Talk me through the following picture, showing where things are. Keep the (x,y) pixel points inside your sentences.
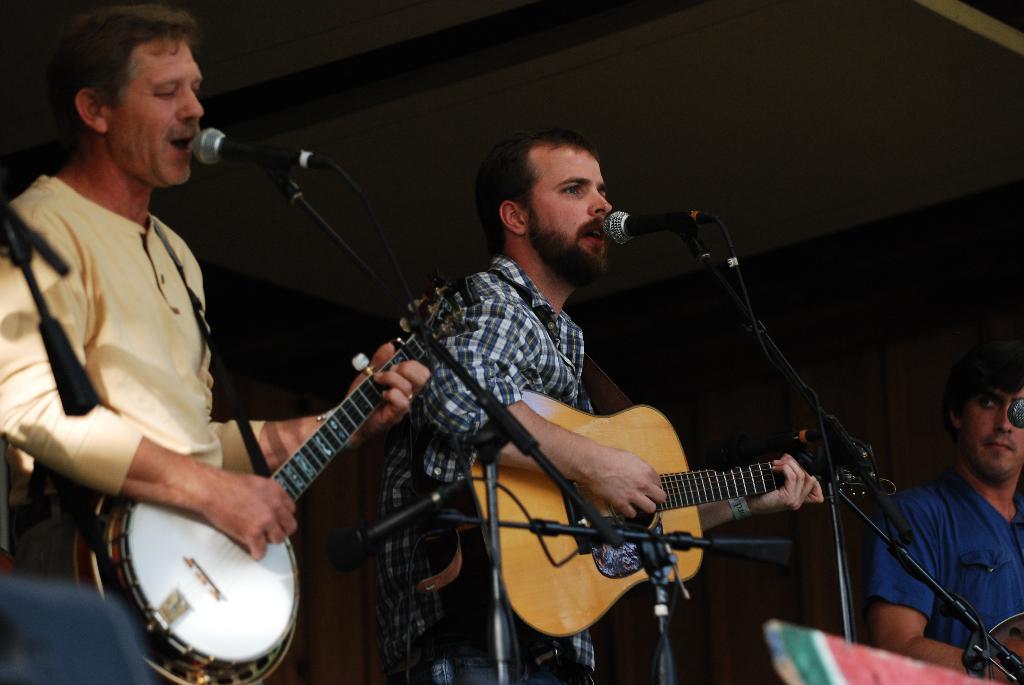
There are three persons (522,249). They are standing and they are playing musical instruments (446,326). On the left side of the person (17,208) is singing a song.
